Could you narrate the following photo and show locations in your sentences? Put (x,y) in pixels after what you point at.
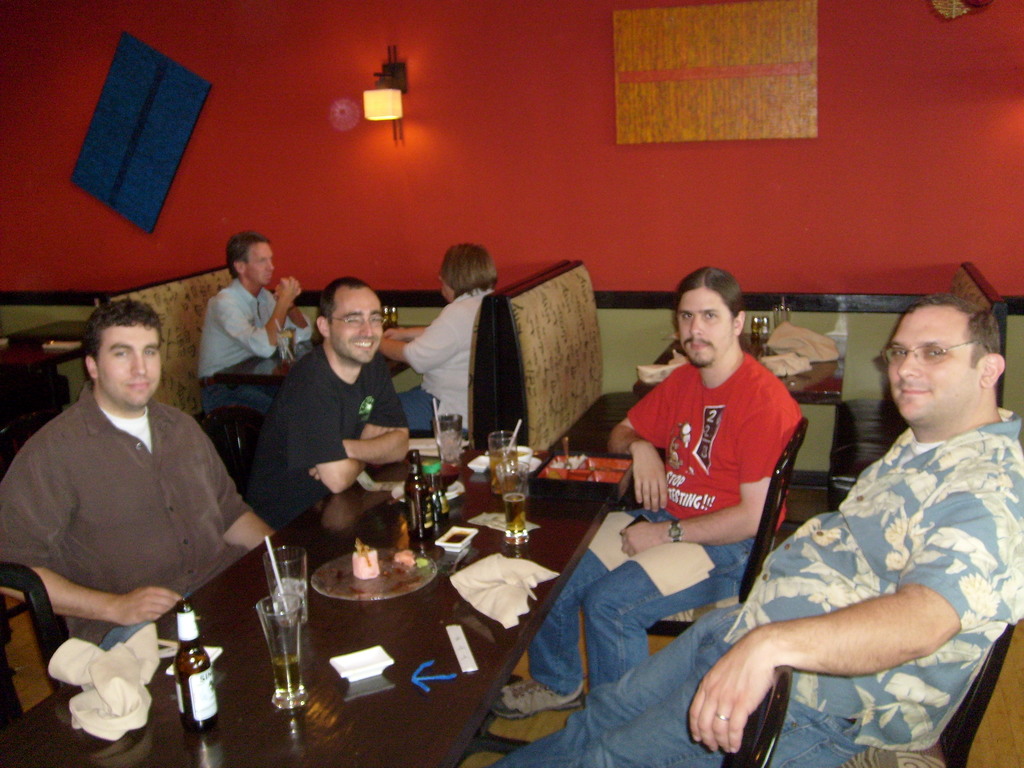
In the image we can see there are people (920,531) sitting on the chair (758,528) and there are beer bottles (211,733) and glasses (494,471) on the table (435,609). Behind there are other people (258,335) sitting.
